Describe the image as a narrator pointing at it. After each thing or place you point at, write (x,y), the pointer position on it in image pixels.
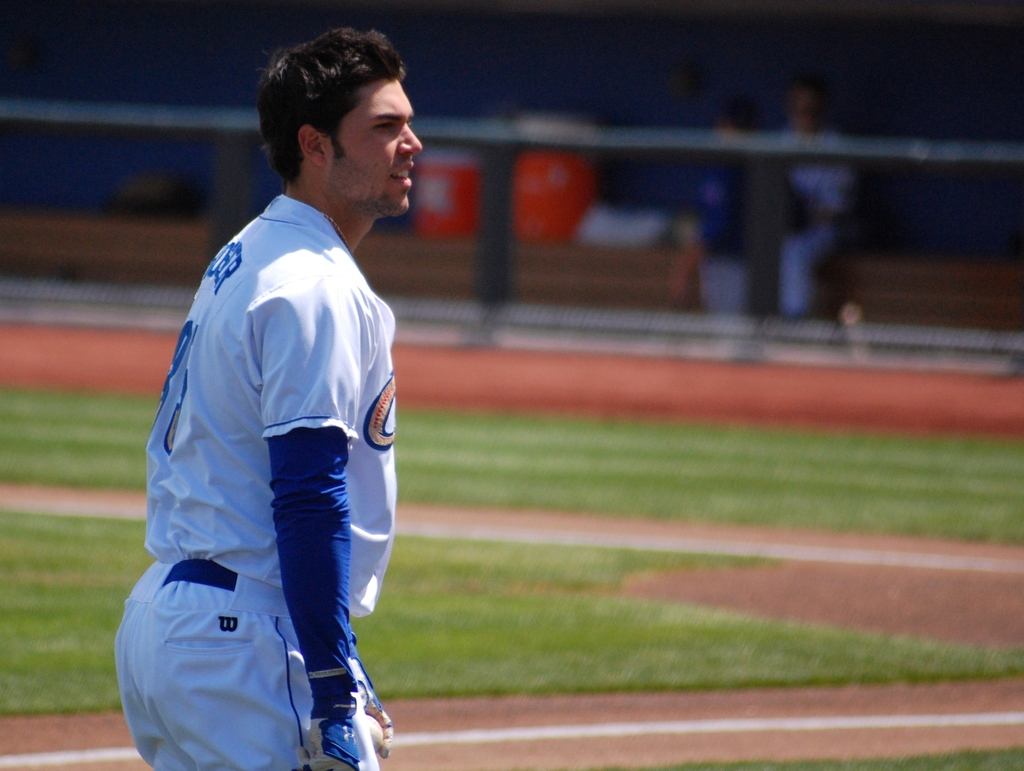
In this image in front there is a person (309,614). At the bottom of the image (381,623) there is grass (707,471) on the surface (742,482). There is a fence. In the background of the image (829,193) there are two people (741,244) sitting on the bench (936,272). Beside them there are two coolers (521,225).
